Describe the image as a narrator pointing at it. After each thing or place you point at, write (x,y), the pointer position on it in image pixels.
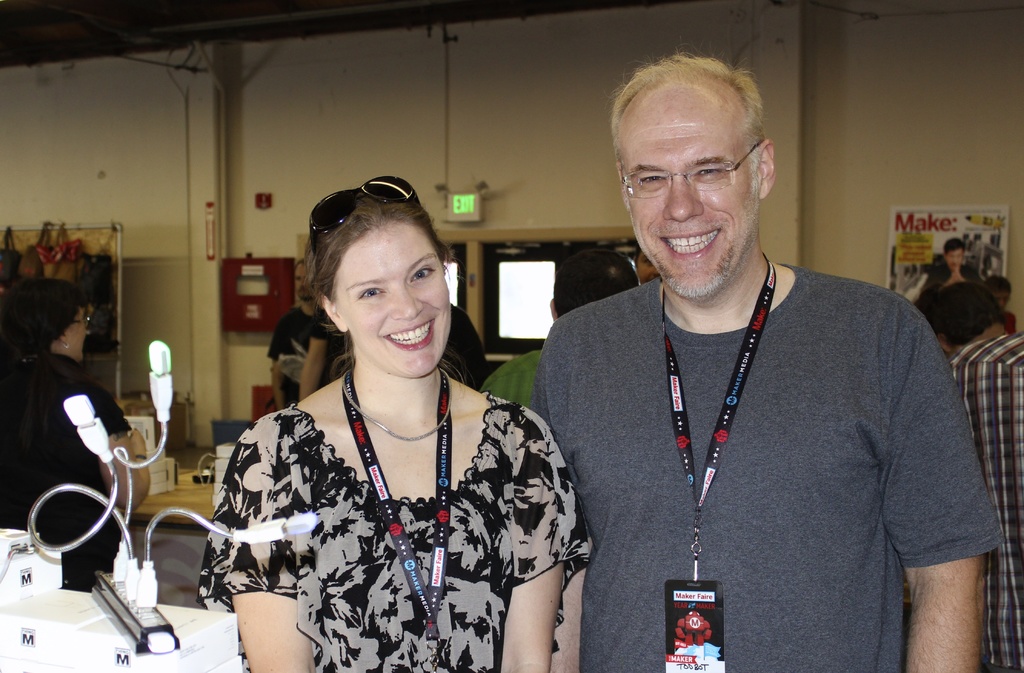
In this image, I can see two persons (555,438) standing and smiling. At the bottom left side of the image (145,581), there are lights (127,555) connected to a plug box (134,612), which is kept on the boxes (140,672). On the left side of the image (34,255), I can see few objects (71,267) hanging to a board (103,235). In the background (294,322), I can see windows (527,275), exit board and there are few people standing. On the right side of the image (925,216), I can see a poster (929,255) attached to the wall (26,120).
